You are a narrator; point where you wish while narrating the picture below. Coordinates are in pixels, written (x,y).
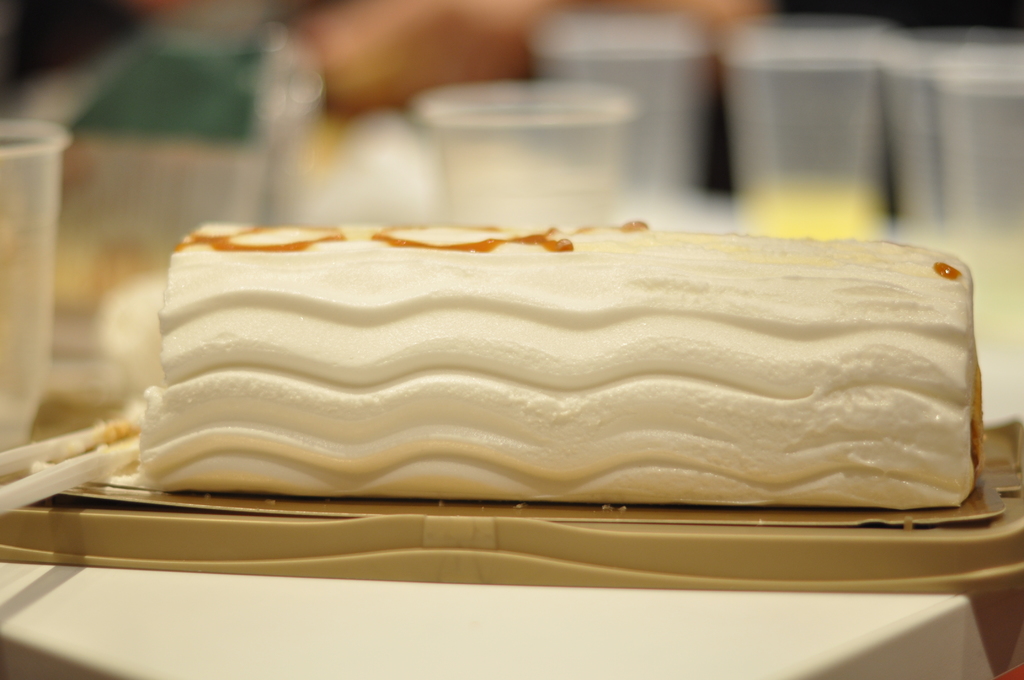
In this image there is a food item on plastic box (405,531) in the foreground (923,527). There is a blur image, glasses (40,187) in the background (52,192).
